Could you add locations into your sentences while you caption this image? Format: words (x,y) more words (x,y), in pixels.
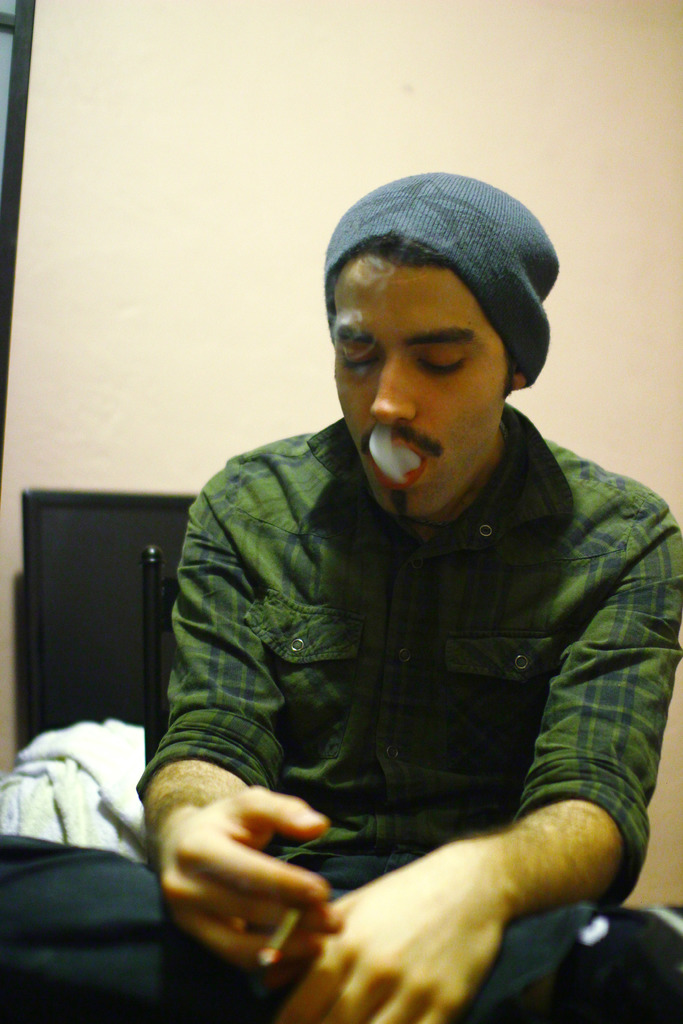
In this picture I can see a man (368,497) seated and holding a cigarette (262,961) in his hand (265,883) and he wore a cap (488,225) on his head (352,331) and I can see smoke (394,476) and looks like a television (103,611) and a wall (18,517) in the back (181,115).
